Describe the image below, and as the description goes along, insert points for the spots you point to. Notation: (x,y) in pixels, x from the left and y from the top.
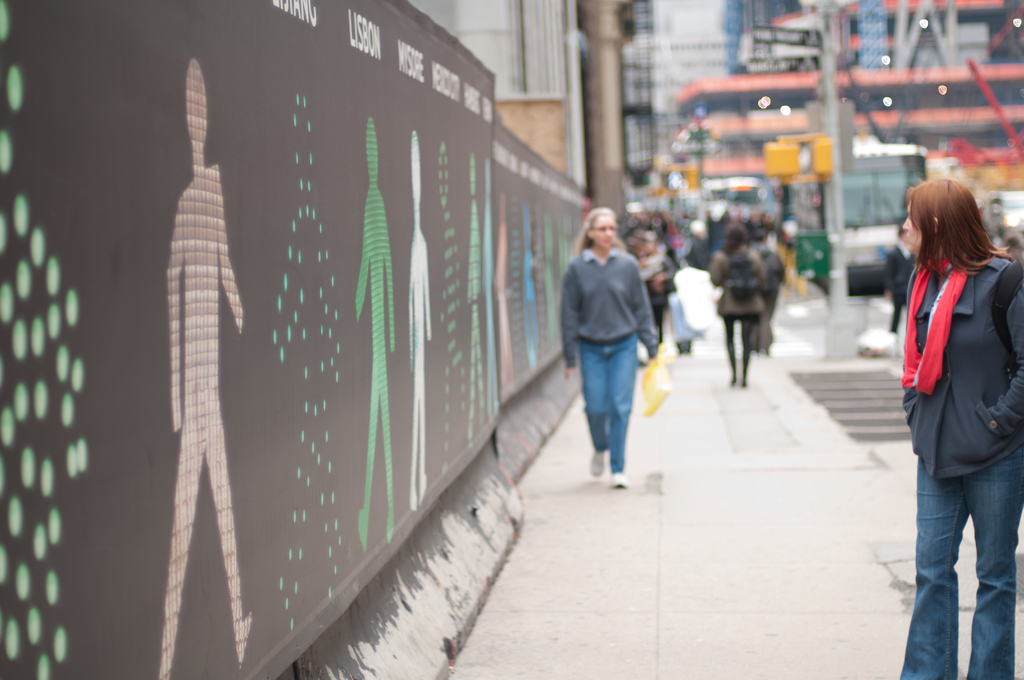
In this image we can see a few people (723,295) carrying bags (704,296), on the left side of the image (168,279) we can see the screens (333,318) with some images (420,374), there are some buildings (652,159), pillars (603,161), grills (645,76), poles (830,109) and a vehicle (881,219).
